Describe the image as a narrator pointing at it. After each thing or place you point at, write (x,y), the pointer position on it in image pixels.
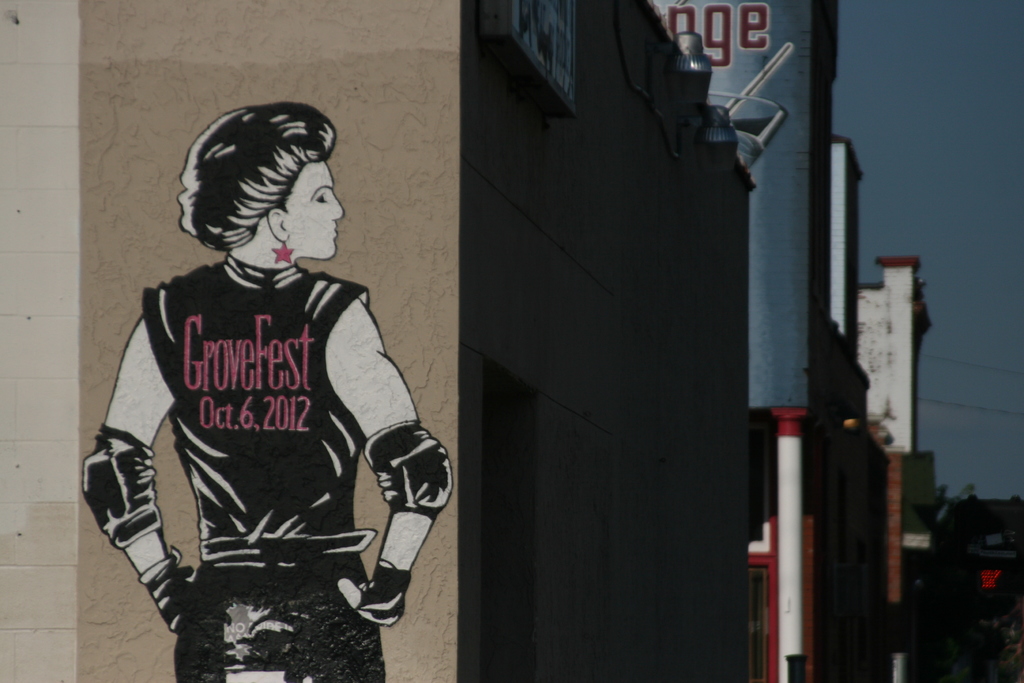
In this picture there is a brown color building wall (409,276) with drawing (289,452) made on it. Behind there are some buildings (649,479).
